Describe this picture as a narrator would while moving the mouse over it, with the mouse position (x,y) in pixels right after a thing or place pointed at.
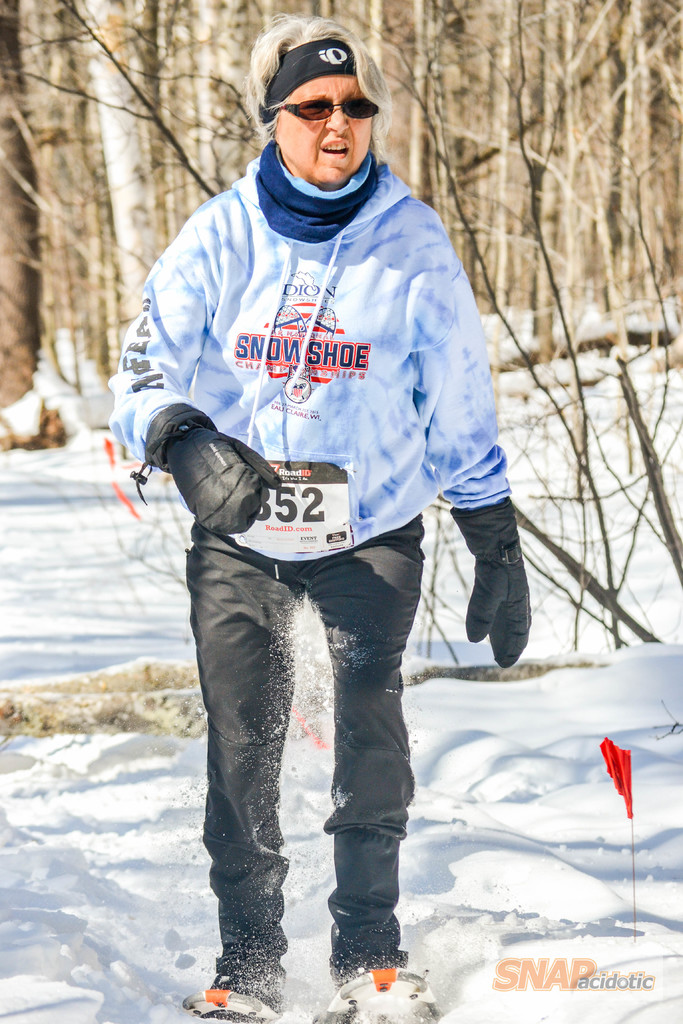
In this image I see a woman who is standing on the snow (654,991) and there is flag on to the right (630,753). In the background (621,491) I see lot of trees (104,206).
